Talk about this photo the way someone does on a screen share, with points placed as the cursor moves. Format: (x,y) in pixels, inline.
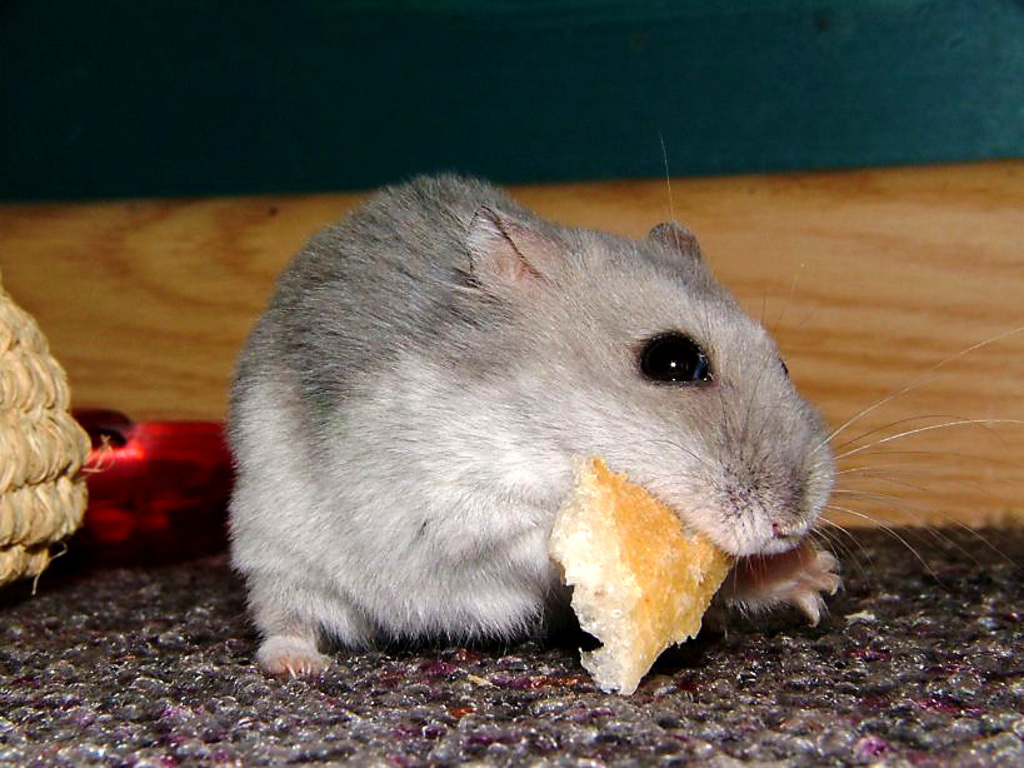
In this image there is a hamster (565,434) on the mat (464,718) holding a food item (680,590) and there is an object (58,423) beside the hamster (554,426).
